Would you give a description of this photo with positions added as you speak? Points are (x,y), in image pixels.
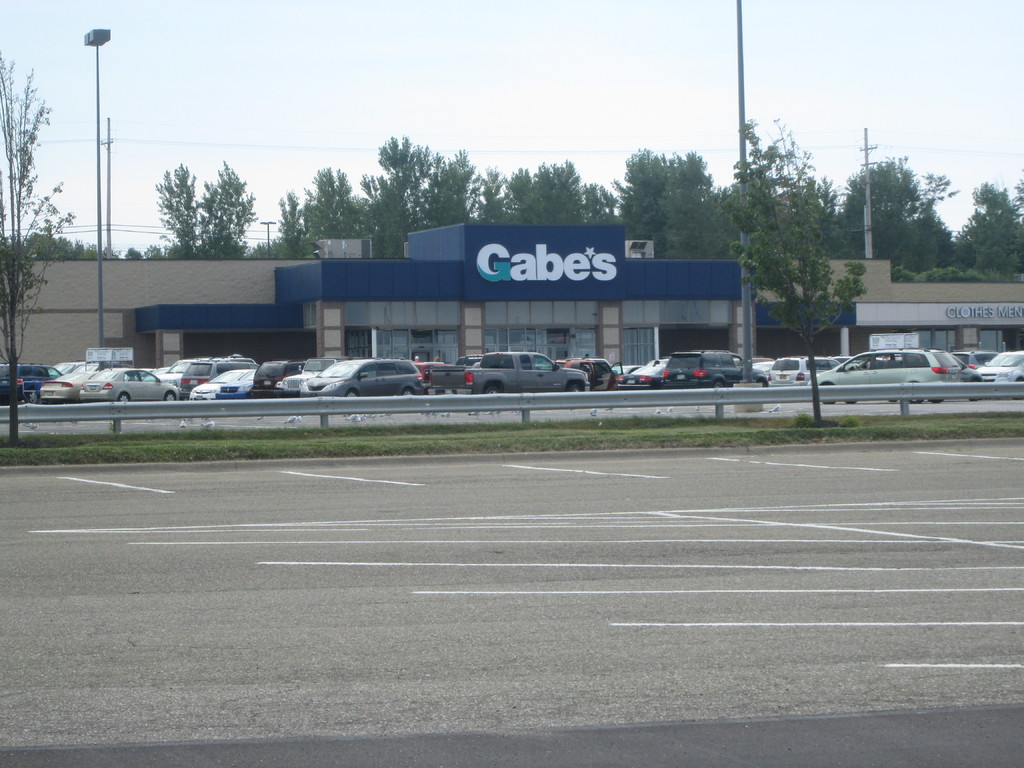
In this image, we can see some cars (523,371) in front of the building (529,277). There is a road (483,538) at the bottom of the image (493,654). There are poles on the left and on the right side of the image (863,204). There are some trees (353,201) in the middle of the image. There is a sky (487,36) at the top of the image (492,34).
